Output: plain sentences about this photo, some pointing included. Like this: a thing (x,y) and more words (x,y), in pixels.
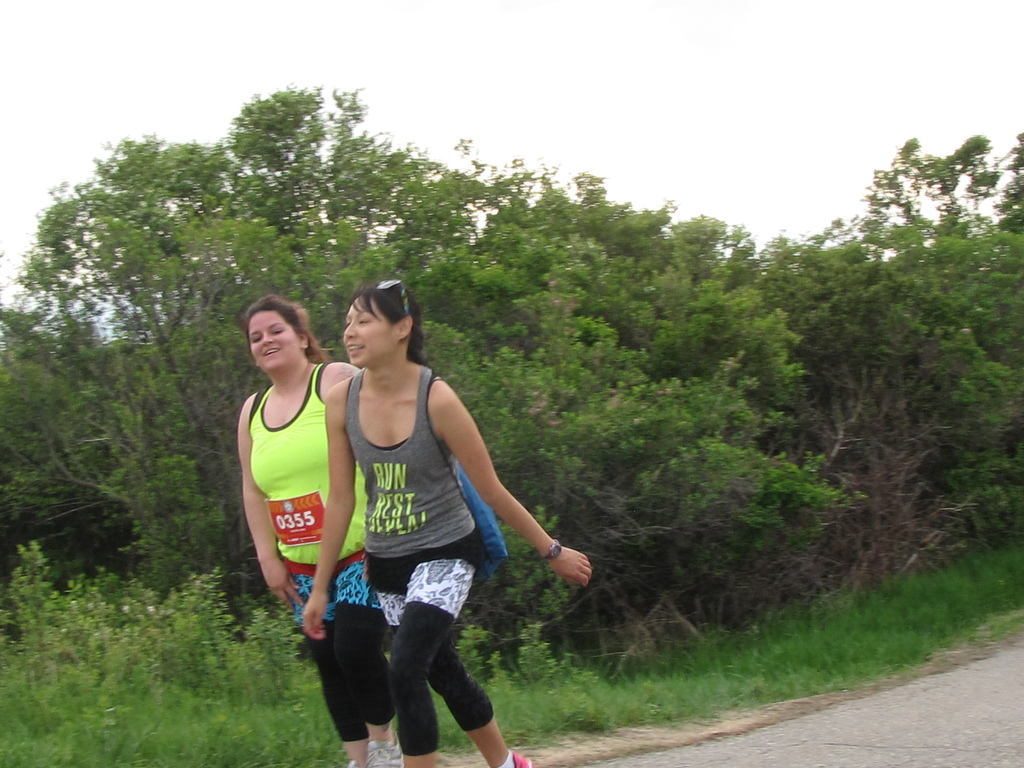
In this image I see 2 women (343,402) and I see that this woman (307,377) is smiling and I see something is written on this woman's top (389,481) and I see numbers (311,514) written on this woman's top (301,444) and I see the road (900,721). In the background (671,723) I see the grass (1022,560), plants (196,605), trees (326,327) and the sky (452,110).
